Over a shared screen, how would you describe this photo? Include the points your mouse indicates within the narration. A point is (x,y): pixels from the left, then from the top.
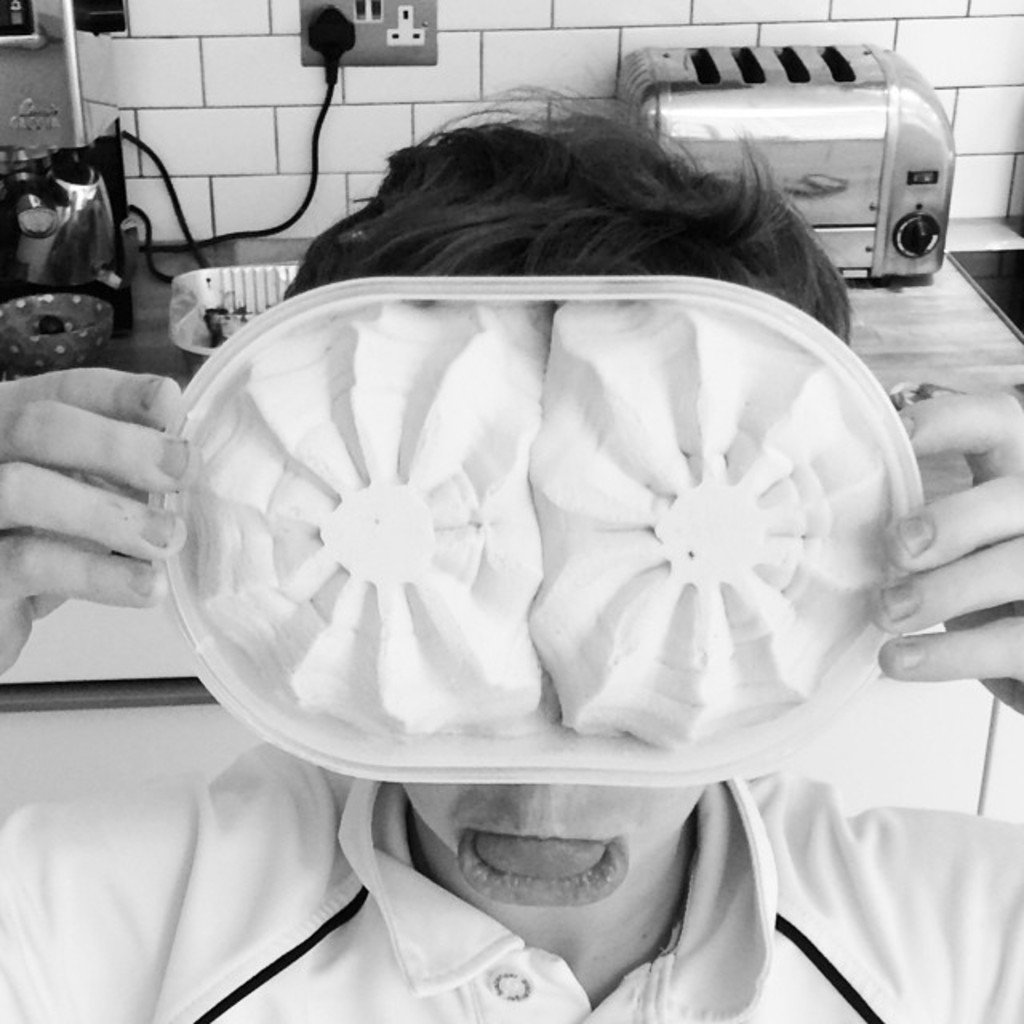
There is a person (594,173) holding a plate (804,323) near a table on which, there is a tray (224,307), bowl (108,314), toaster (794,117) and other objects (57,106). In the background (339,181), there is white color tiles wall (512,40).
